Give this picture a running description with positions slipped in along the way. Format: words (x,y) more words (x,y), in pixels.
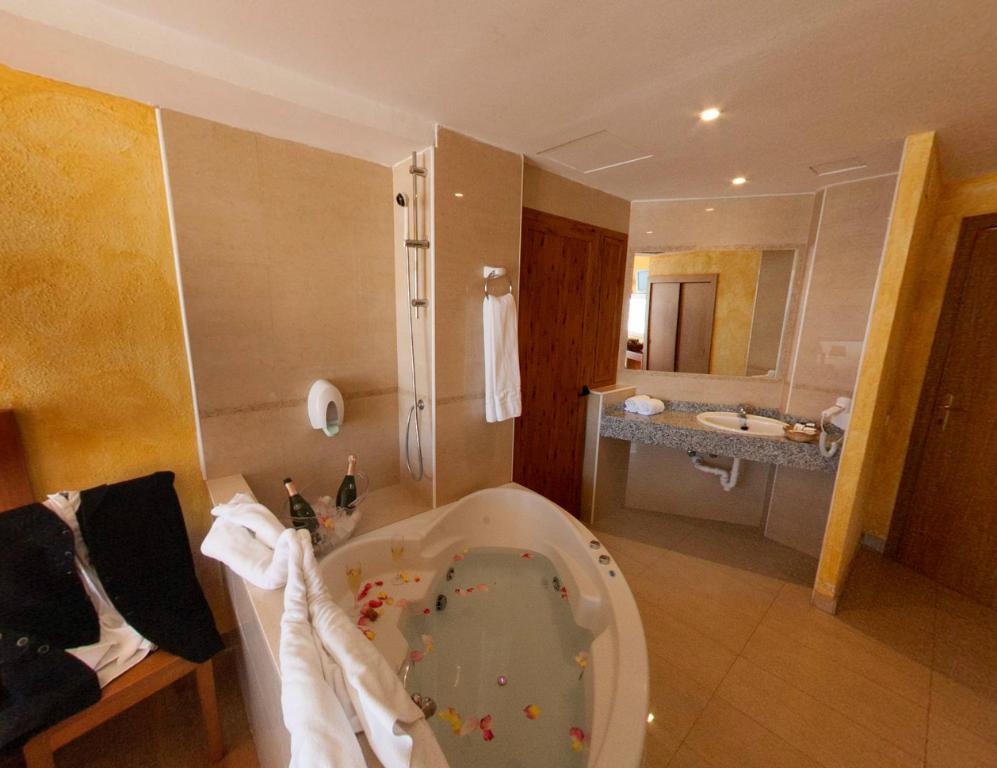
In this image I can see a bathtub (576,565) which is white in color with some water (527,649) and few objects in it. I can see few clothes (1,556), few bottles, the floor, the wall (710,234), the mirror (728,259), the sink (737,418), two doors (987,401), the ceiling (585,117) and few lights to the ceiling (697,174).
